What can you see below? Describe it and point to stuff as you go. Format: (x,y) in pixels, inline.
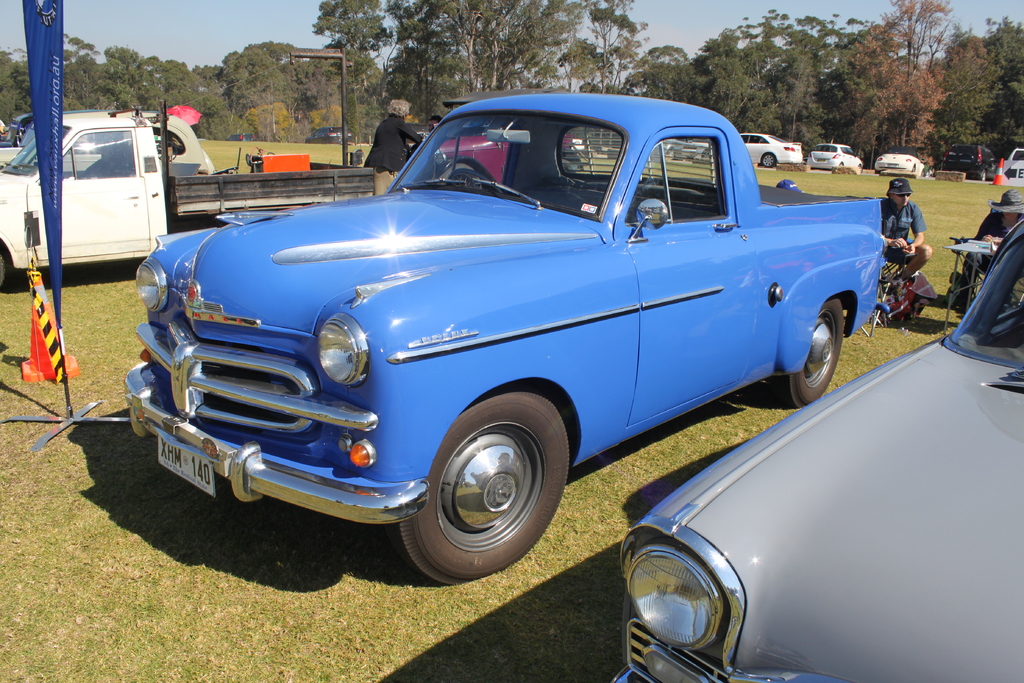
This picture is clicked outside. In the foreground (902,483) we can see there are some vehicles (495,276) parked on the ground (937,214) and we can see the group of people (899,186). On the left (47,77) there is a blue color banner (48,139) on which the text (54,199) is printed and there are some objects (42,337) placed on the ground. In the background (273,25) there is a sky (189,31), trees (322,69), pole (328,50) and group of vehicles (909,155).
